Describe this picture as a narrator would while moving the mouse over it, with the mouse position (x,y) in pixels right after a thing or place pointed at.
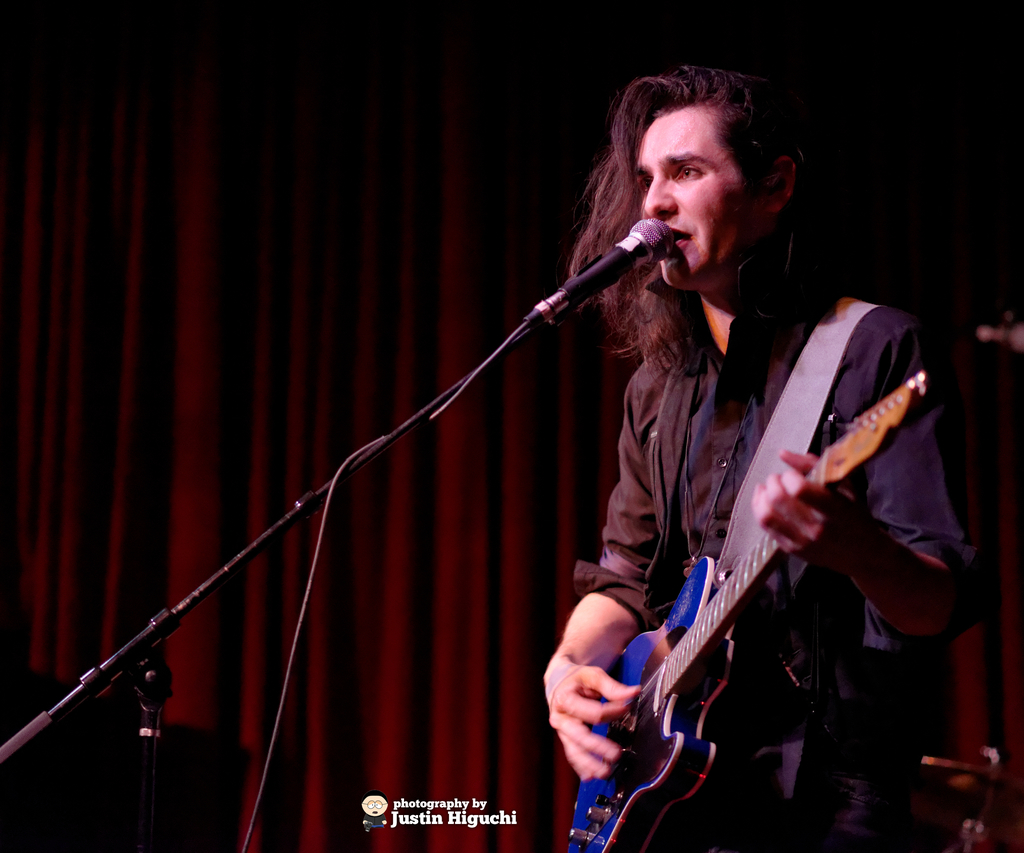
In this picture we can see a person (670,473) is playing guitar (629,750) in front of microphone (595,267), in the background (467,327) there is curtains (246,299).
